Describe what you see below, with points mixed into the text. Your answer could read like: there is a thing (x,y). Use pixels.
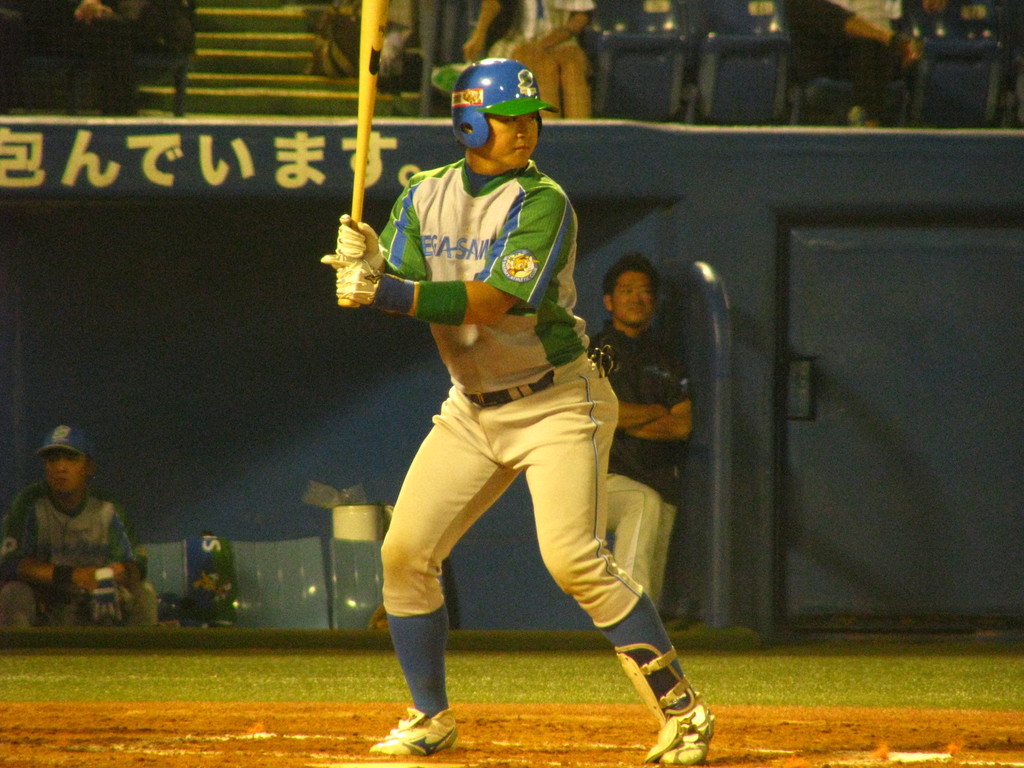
In this image we can see a man (584,516) is standing on the playground (306,733). He is holding a baseball bat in his hand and wearing white-green color dress (475,224), white gloves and blue helmet (473,85). Behind the man (477,120), we can see one man (648,367), chairs (340,556) and poster (251,159). We can see one more man (87,529) is sitting on the chair (153,558) on the left side of the image (150,557). At the top of the image (489,37), we can see people (925,2) are sitting on the chairs (710,84).
